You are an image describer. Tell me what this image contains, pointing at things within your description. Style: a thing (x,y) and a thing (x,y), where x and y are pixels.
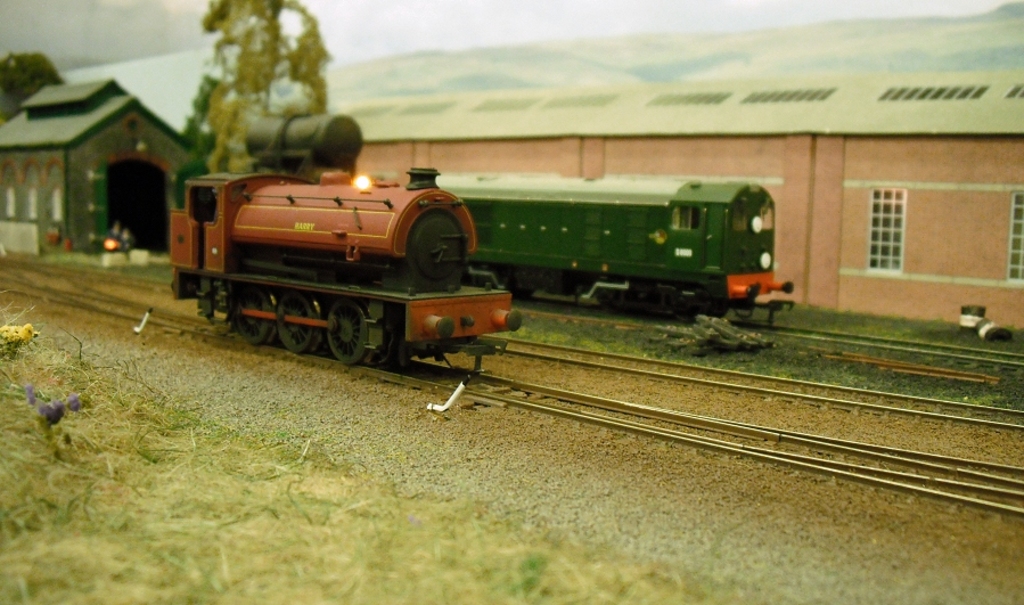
In this picture we can see there are scale model trains (211,186), houses (943,277), railway tracks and some objects (113,227). On the left side of the trains (290,241) there is grass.
